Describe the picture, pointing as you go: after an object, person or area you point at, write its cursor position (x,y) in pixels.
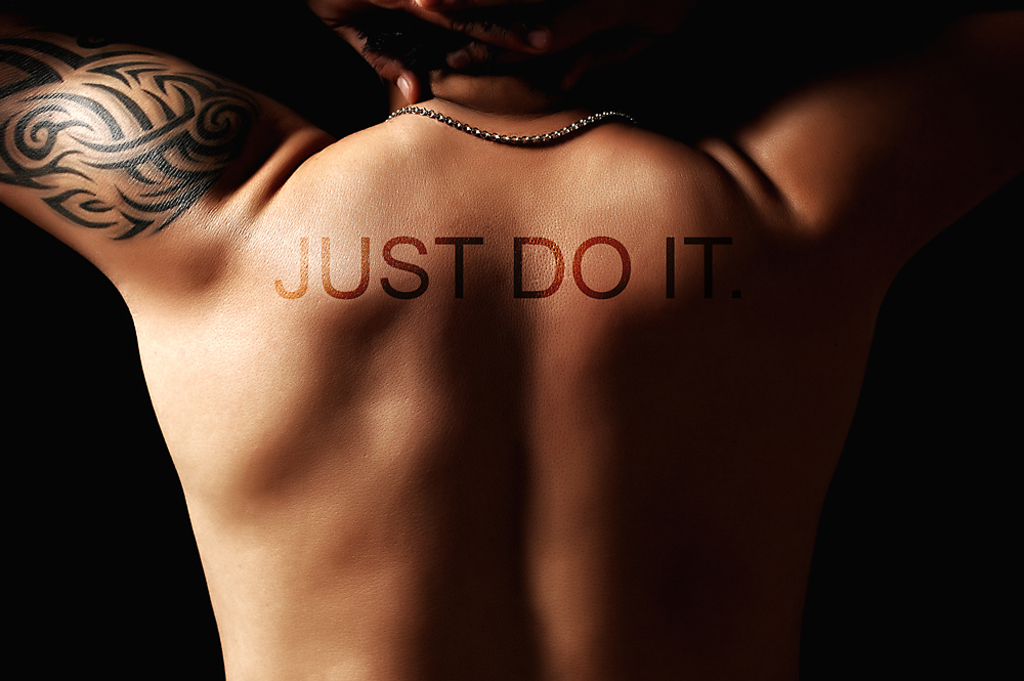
In this image we can see a person (601,277). There is a tattoo (175,143) on the arm (234,159) at the left side of the image (133,164). There is a chain (583,123) in the image. There is a watermark (520,287) in the image. There is a dark background (67,575) in the image.
